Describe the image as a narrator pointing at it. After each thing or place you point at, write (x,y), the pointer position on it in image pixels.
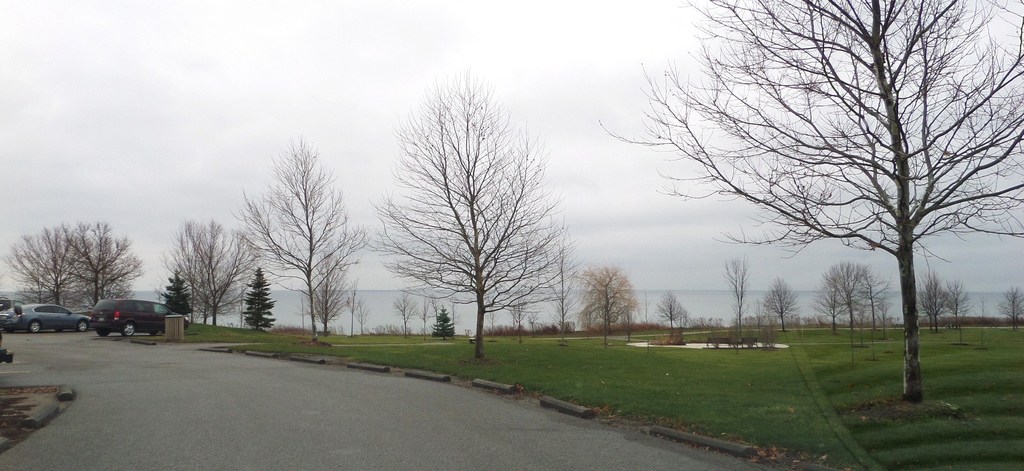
This picture is clicked outside. On the left (136,306) we can see the cars (11,317) parked on the ground (145,358) and we can see the green grass (655,395), trees (226,258) and some other objects (209,348). In the background (433,33) we can see the sky (584,41).
